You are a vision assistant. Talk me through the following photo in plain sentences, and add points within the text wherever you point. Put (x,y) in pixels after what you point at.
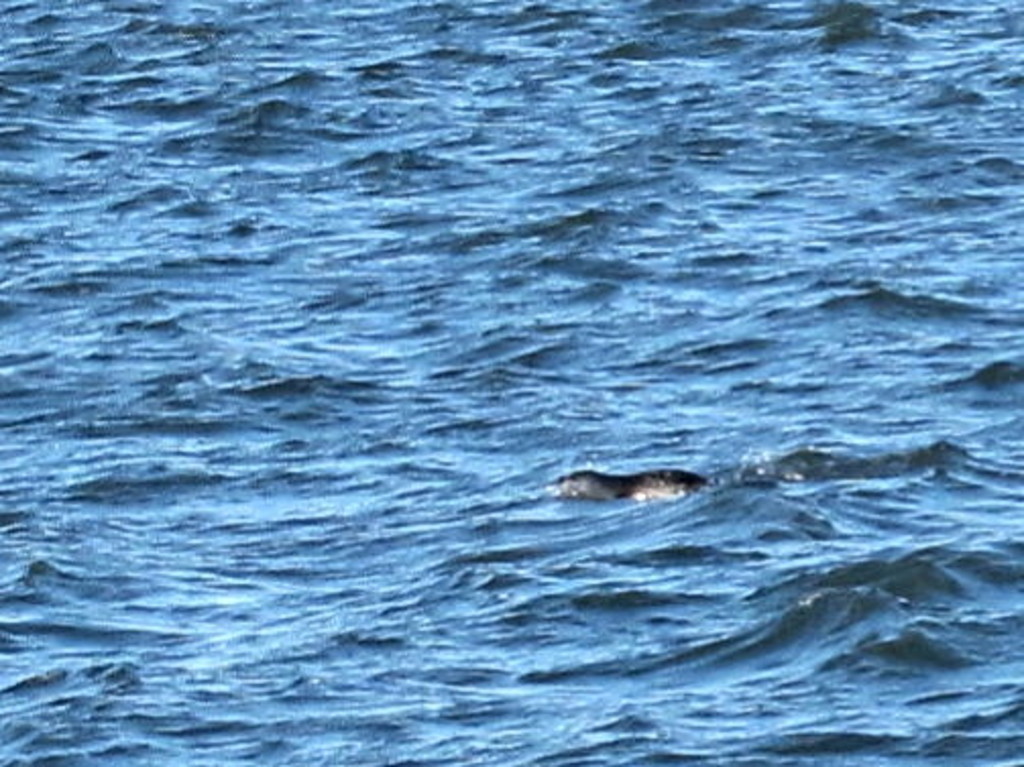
In this picture we can see an animal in the water (443,483).
